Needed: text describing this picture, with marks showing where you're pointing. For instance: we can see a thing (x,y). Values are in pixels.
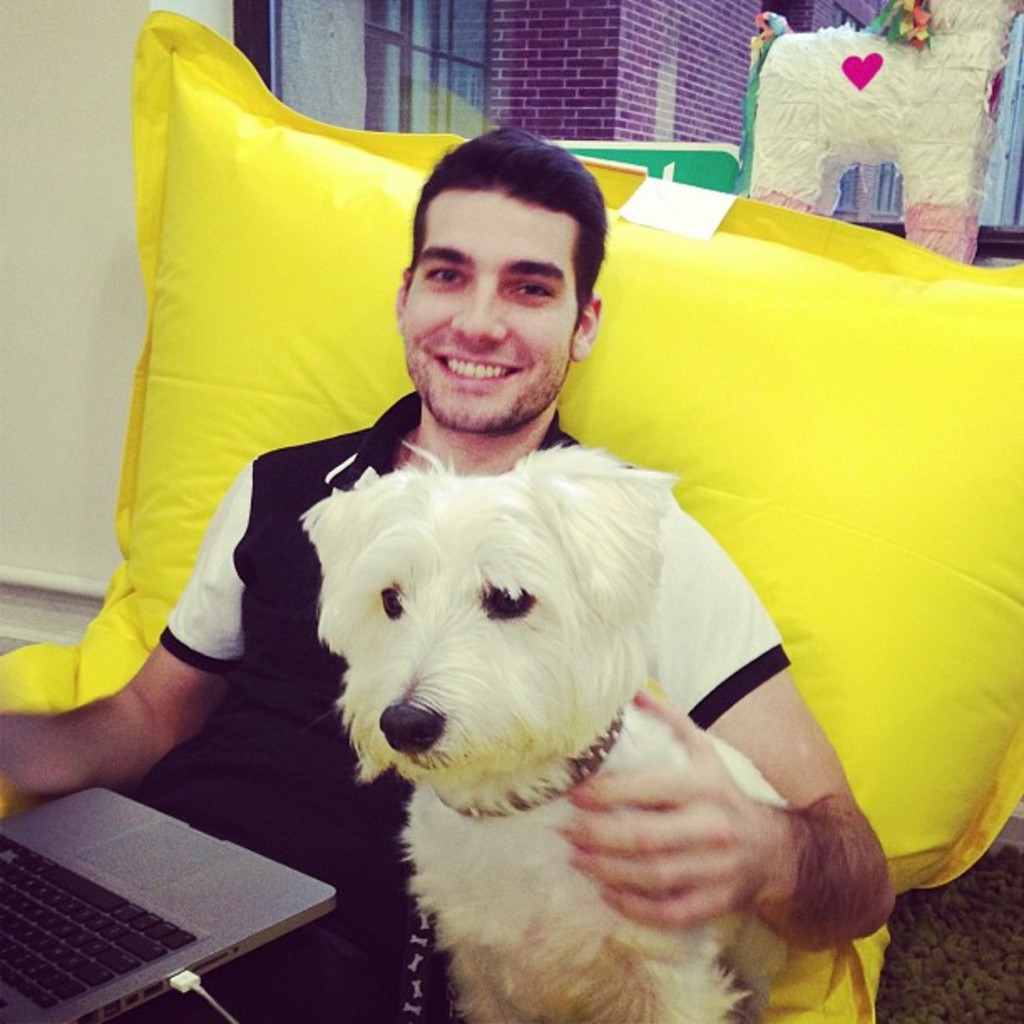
In this picture I can see a man (425,333) smiling and holding a dog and a laptop (225,872), there is a pillow (617,244) and a toy (943,48), there is a wall (124,95). I can see a building (508,74) through a window (407,45).
